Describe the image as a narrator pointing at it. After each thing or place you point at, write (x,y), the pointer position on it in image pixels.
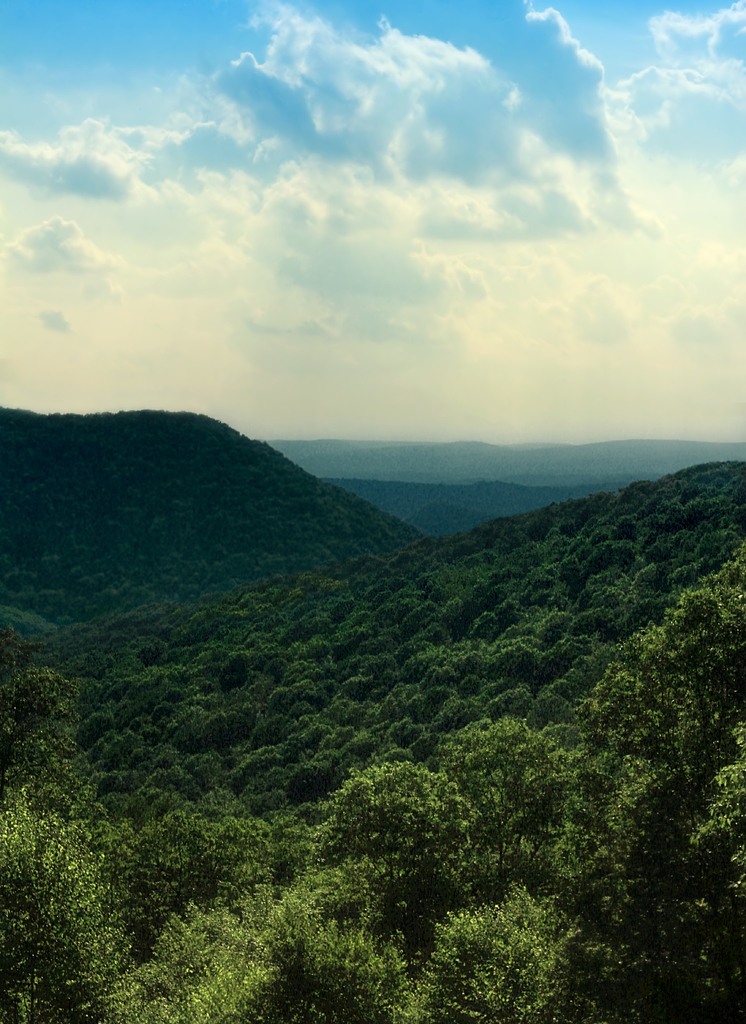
In this picture I can see there are few mountains (304,796) and they are covered with trees (480,658). The sky (448,231) is cloudy.
